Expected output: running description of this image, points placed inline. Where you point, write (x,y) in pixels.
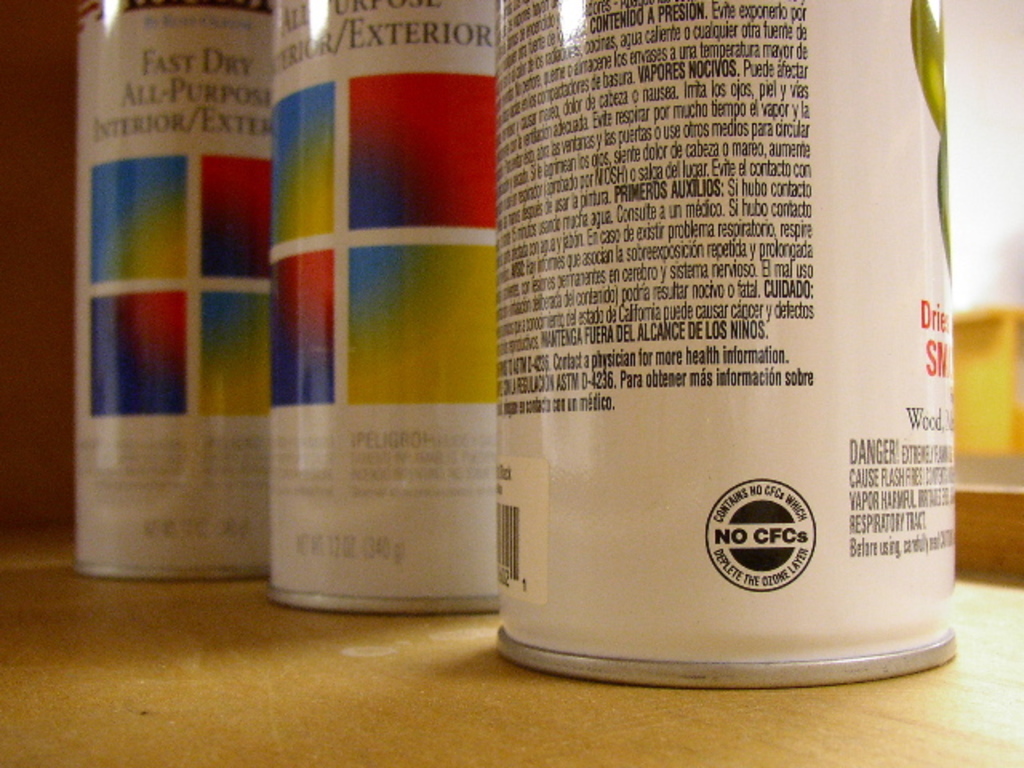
In this image I can see three cans (504,273) and on it I can see something is written.
